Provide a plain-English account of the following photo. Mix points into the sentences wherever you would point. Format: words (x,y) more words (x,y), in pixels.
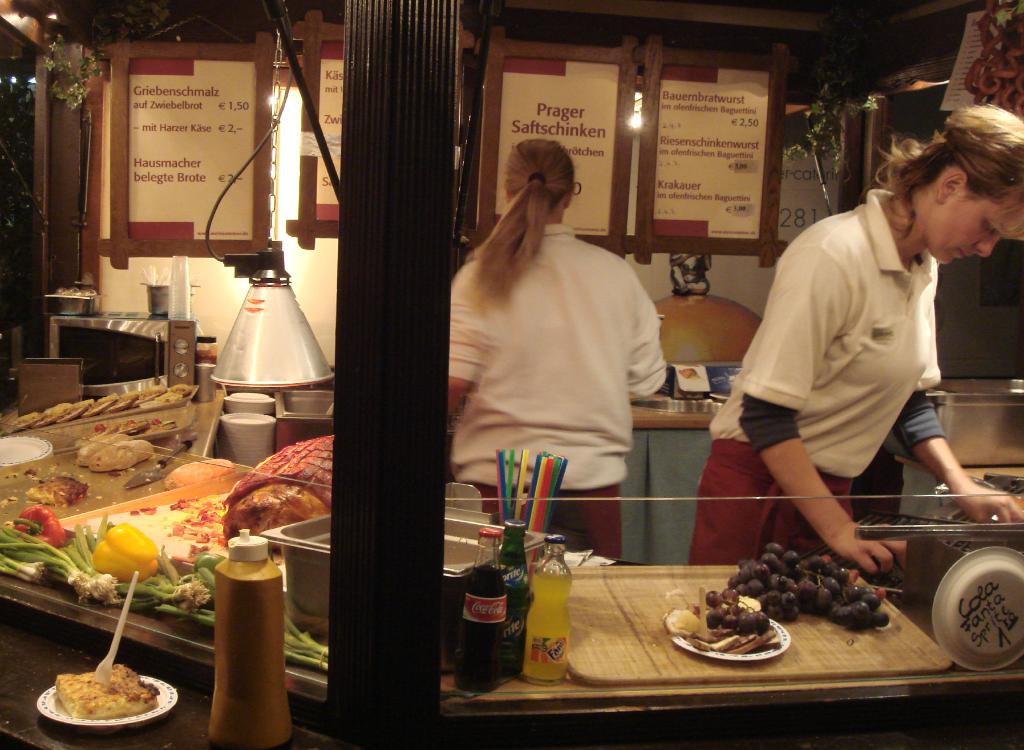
In this picture I can see there are two women (714,474) standing and they are wearing white shirts (794,398). There is some food (250,511) placed on the trays (82,471) and there are bell peppers (105,557), spring onions (45,547) and some other food (722,616). There are lights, menu cards (203,178) attached to the ceiling (577,10). There is some food (67,709) in the plate (47,707) with a fork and there is a sauce bottle (267,717).
